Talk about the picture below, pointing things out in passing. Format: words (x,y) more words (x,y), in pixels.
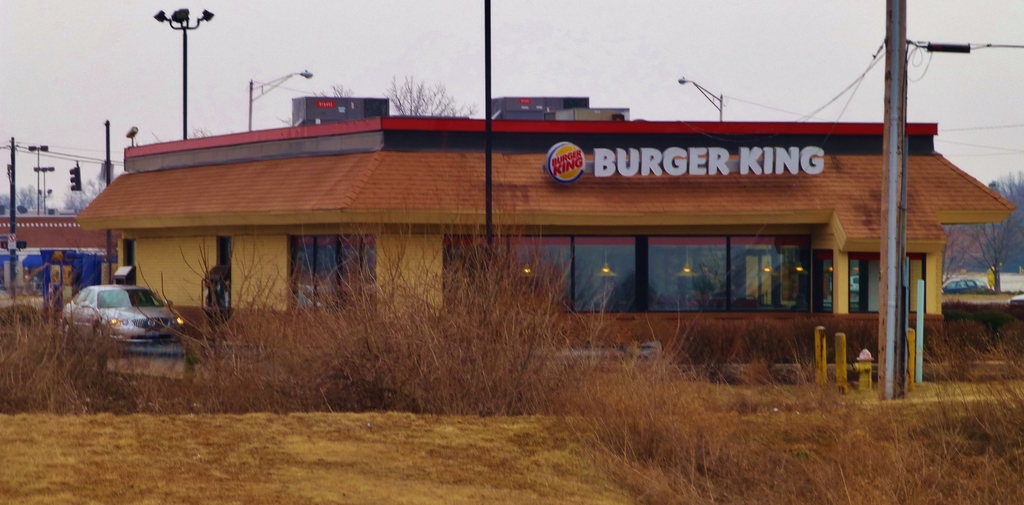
In this image we can see building (645,247) with windows (654,252), sign board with text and some poles (899,347). In the foreground of the image (916,468) we can see some vehicles (119,329) parked on the ground (988,294), some plants (692,468) and fire hydrant (856,368). In the left side of the image (61,187) we can see traffic lights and some trees (81,190). At the top of the image (378,73) we can see the sky (385,13).
